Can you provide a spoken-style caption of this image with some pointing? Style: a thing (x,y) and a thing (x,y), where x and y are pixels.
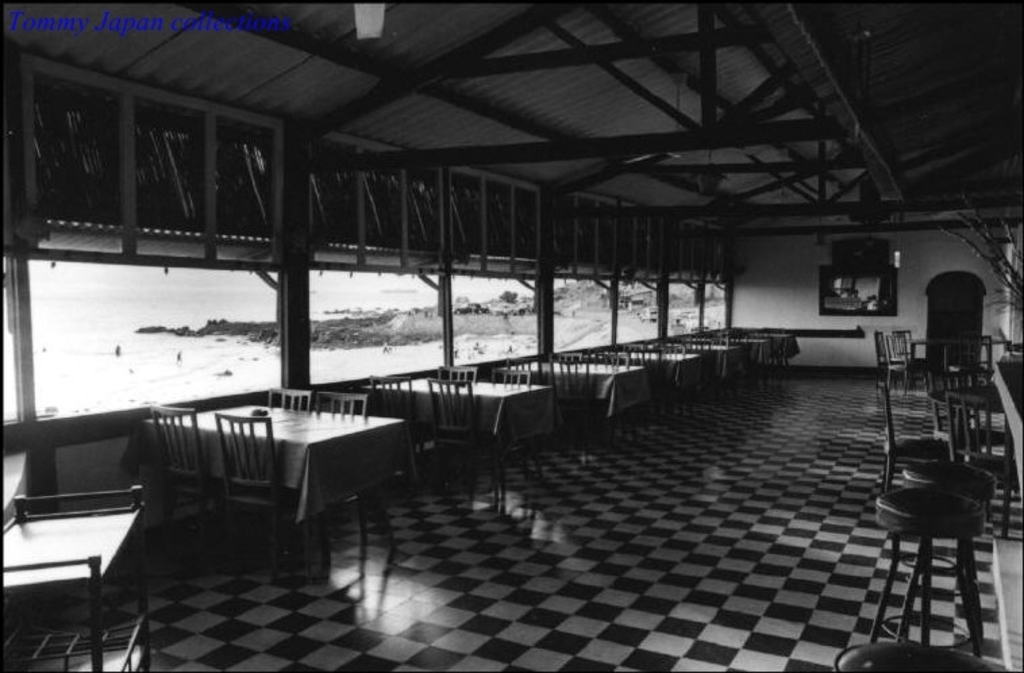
In the foreground (300,411), I can see tables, chairs (431,443), pillars (11,138) and metal objects (932,508). In the background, I can see a rooftop (988,175), group of people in the water (250,318) and trees (513,301). This picture might be taken in a hotel (526,466).
